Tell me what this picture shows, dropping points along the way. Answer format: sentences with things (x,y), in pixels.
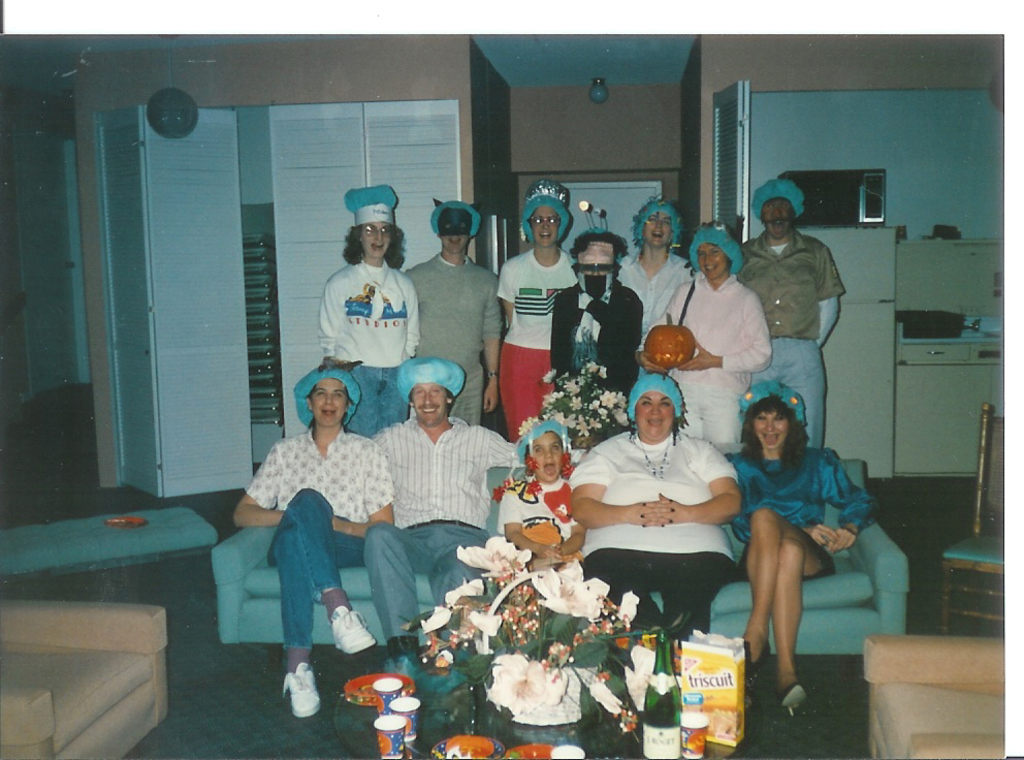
In this picture we can see some people (520,543) sitting on a sofa (260,529) and some people (754,295) standing, these people (609,332) wore caps (760,395), there is a table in front of them, we can see a flower bouquet (543,629), some glasses (395,697), bottles (661,739) present on the table (608,744), on the right side (853,329) we can see a refrigerator (857,316) and an oven (864,209), at the right bottom (990,538) there is a chair (973,543), we can see a light (603,90) at the top of the picture (598,102).
